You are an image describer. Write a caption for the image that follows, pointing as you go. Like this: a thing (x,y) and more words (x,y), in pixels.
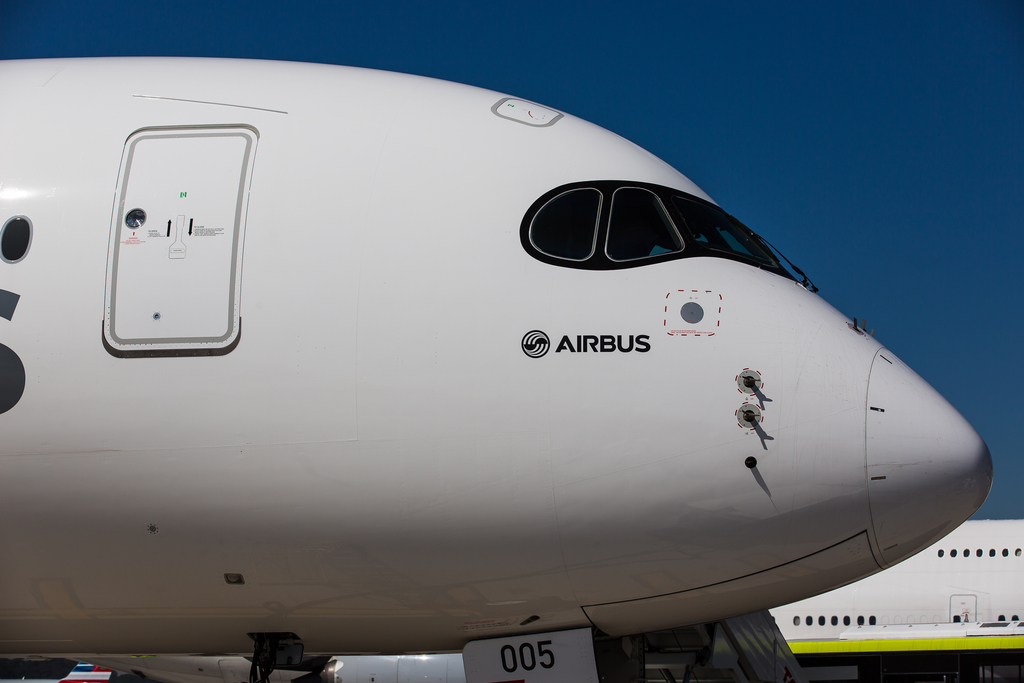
In this picture we can see airplanes (909,575) which are truncated. In the background (751,102) there is sky (749,72).
